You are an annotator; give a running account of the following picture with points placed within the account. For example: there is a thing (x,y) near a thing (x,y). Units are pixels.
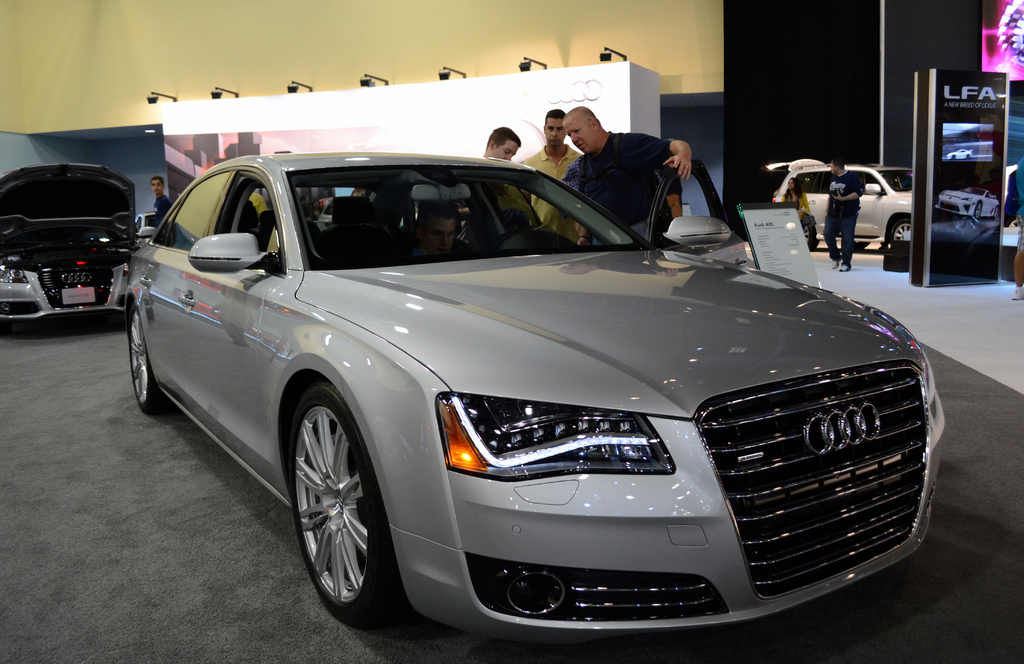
In this picture we can see a car (438,277) one door (660,199) is opened and person (657,163) is holding that door (658,186) and inside this car (519,237) one man (447,222) is sitting and aside to this we have other two men (498,136) and some other car (88,229) and in background (140,84) we can see wall (386,68), lights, banner (604,90).
